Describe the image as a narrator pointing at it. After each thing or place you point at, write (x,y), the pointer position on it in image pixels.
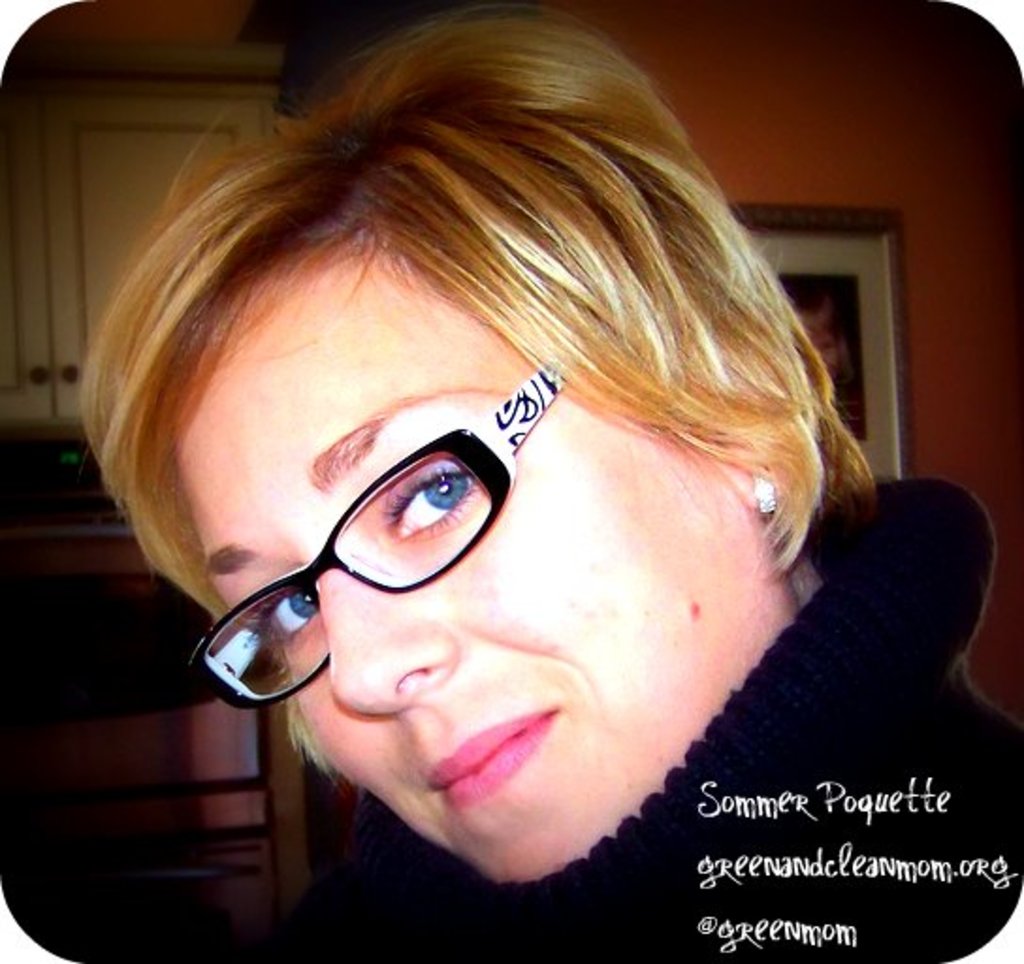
In this picture we can see a woman (461,505), she wore spectacles (368,501), behind her we can see a frame (890,353) on the wall (1014,246), in the bottom right hand corner (823,877) we can see some text (836,865).
